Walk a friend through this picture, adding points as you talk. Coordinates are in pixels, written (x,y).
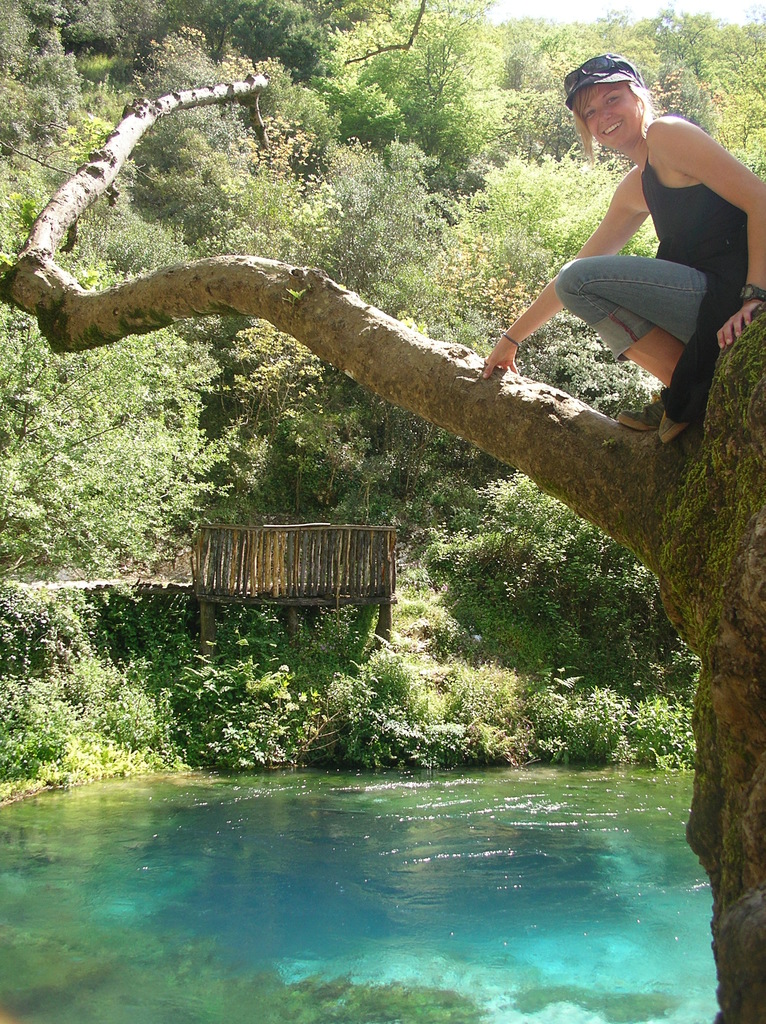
In this picture I can see a person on the tree (560,490) on the right side (636,499). I can see the water (312,927). I can see the wooden fence (272,596) on the left side (240,590). I can see trees (346,252) in the background (412,141).
